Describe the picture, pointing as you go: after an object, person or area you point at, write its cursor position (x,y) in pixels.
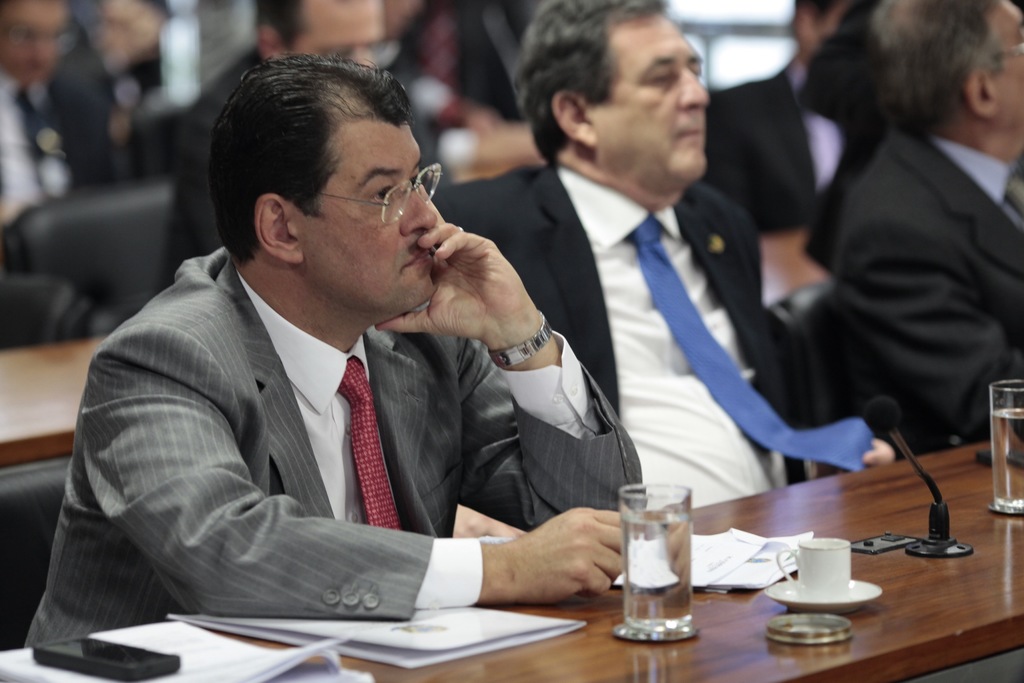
There are some people (590,205) sitting. Person (484,329) on the left (313,438) is wearing a watch (532,347) and specs (391,218). In front of him there is a table (607,655). On the table (688,650) there is a glasses (680,598), cup (791,577), saucer (797,590), mic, papers (472,627) and a mobile phone (70,661).
